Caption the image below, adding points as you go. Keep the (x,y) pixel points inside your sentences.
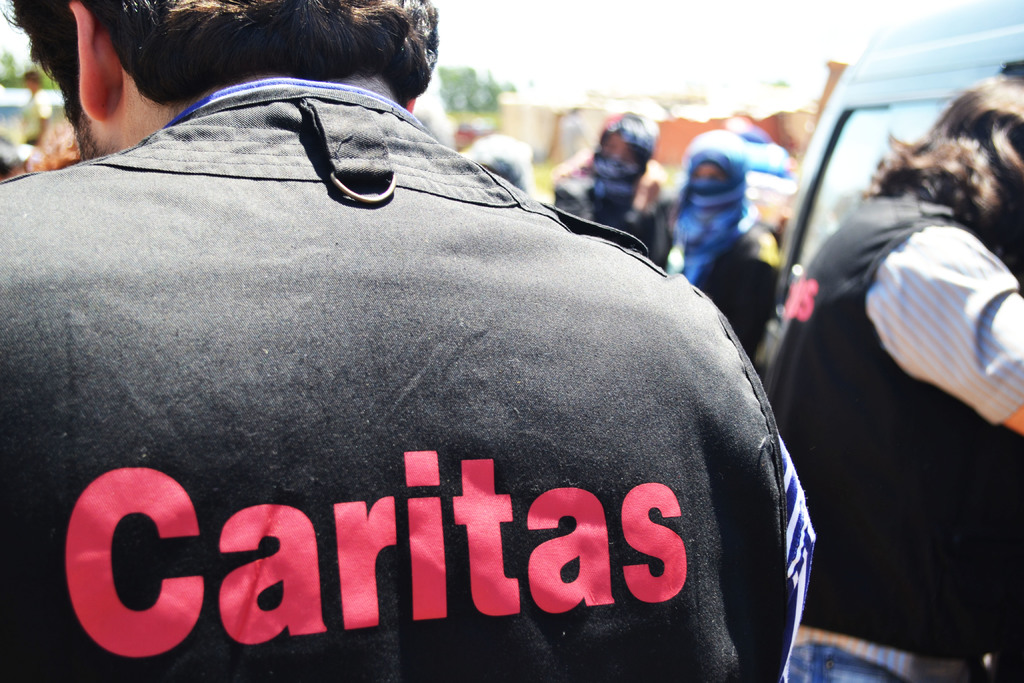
In this image there is a man (449,465) who is wearing the black shirt (449,465). On the shirt (288,538) there is some text (493,540). In the background (593,181) there are few people (625,186) who are standing by wearing the scarf (693,201). On the right side (865,111) there is a vehicle (877,103), beside the vehicle (933,85) there is a person (897,371) who is wearing the black jacket (849,398).
